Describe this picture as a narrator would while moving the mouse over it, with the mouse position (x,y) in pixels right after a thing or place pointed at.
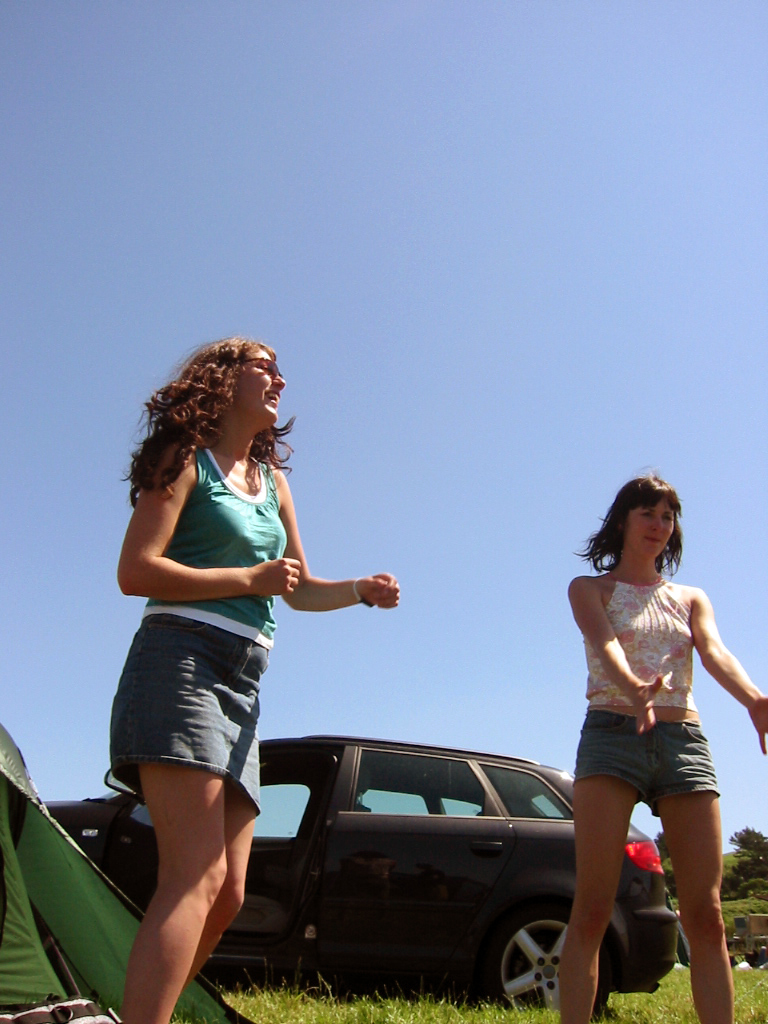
In this image there are two women (261,536) standing on the ground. There is grass (468,1015) on the ground (623,1004). Behind them there is a car (393,809). In the background (742,848) there are trees (734,856). At the top (423,205) there is the sky (355,238). In the bottom left (58,936) there is a tent (59,908) on the ground (613,999).
